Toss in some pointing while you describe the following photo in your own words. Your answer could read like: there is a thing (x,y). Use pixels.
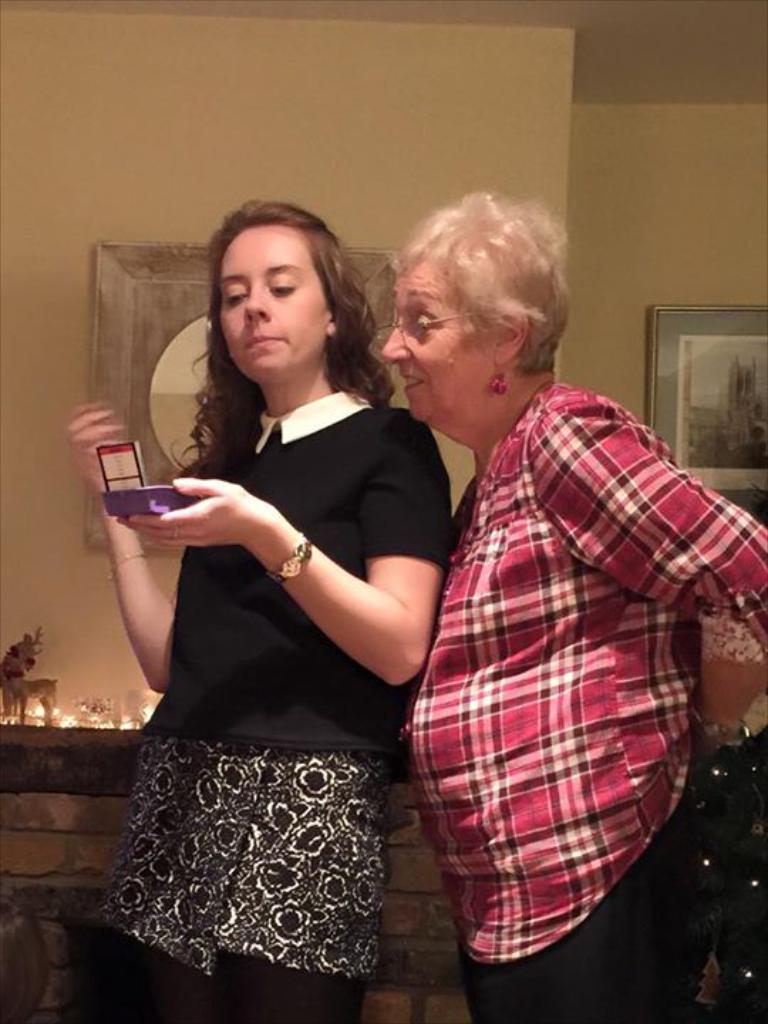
Here we can see two women (338,648) and she is holding an object (131,478) with her hand (220,485). In the background (0,664) we can see lights (40,723), toys (6,709), and frames (175,472) on the wall (603,317).
